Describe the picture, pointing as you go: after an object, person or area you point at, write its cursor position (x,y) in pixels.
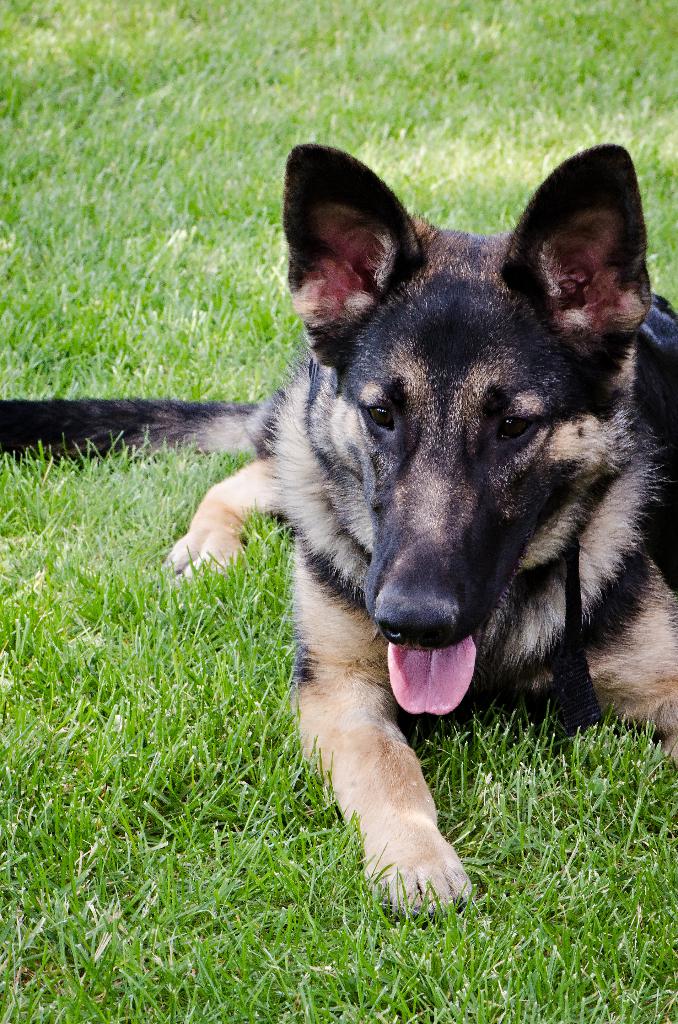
In this picture we can see a dog (368,510) on the grass (360,877).
